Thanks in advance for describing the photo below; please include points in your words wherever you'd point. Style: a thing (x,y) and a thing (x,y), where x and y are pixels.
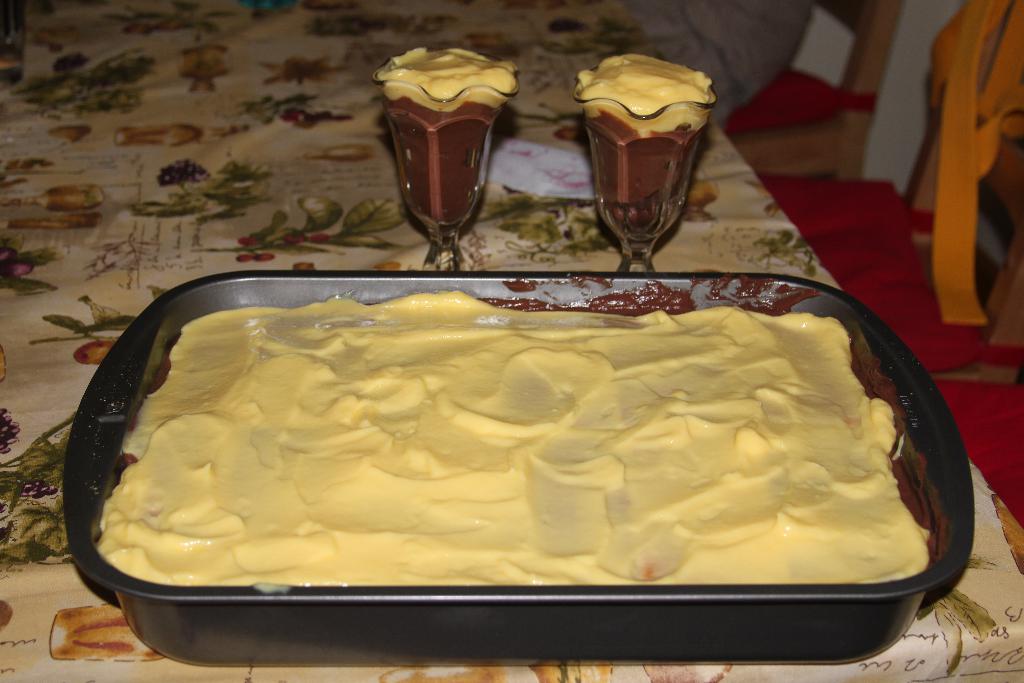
In this image we can see a food item (522,411) in the tray (519,399), there are food items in the glasses (430,173), which are on the table (537,268), also we can see chairs (940,109).
